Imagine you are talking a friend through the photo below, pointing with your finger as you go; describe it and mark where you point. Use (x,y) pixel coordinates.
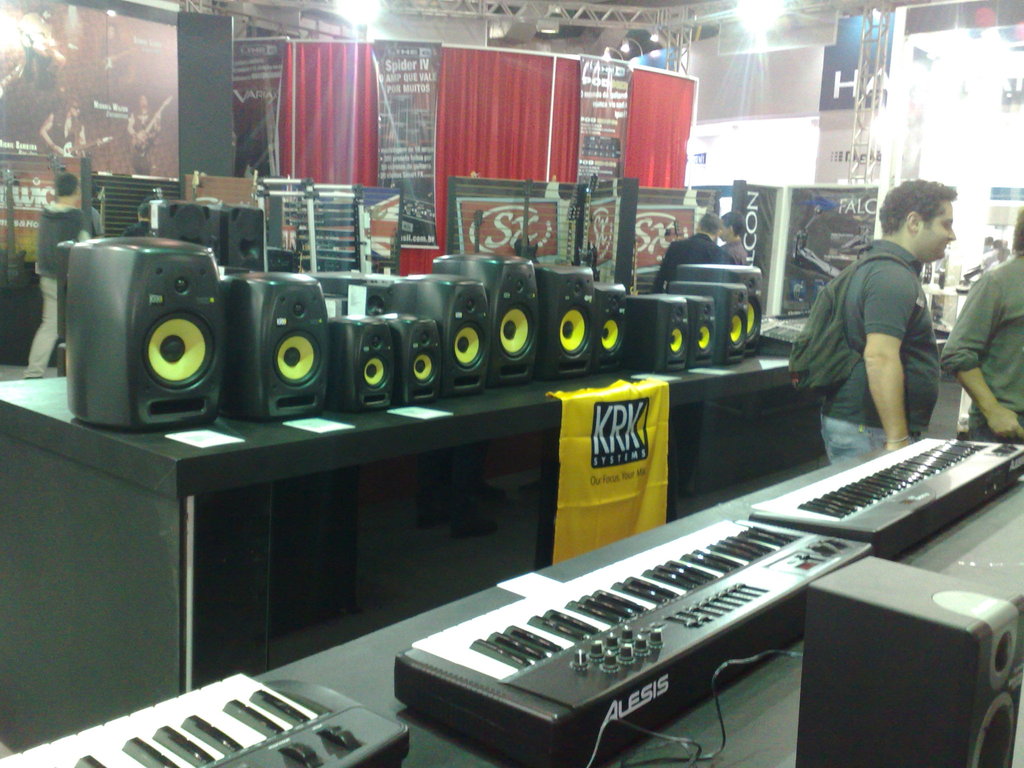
In the image we can see there are people (878,324) standing and at the back (724,335) there are speakers (590,362) kept on the table (210,465) and there are keyboards (550,661) which are over here.
